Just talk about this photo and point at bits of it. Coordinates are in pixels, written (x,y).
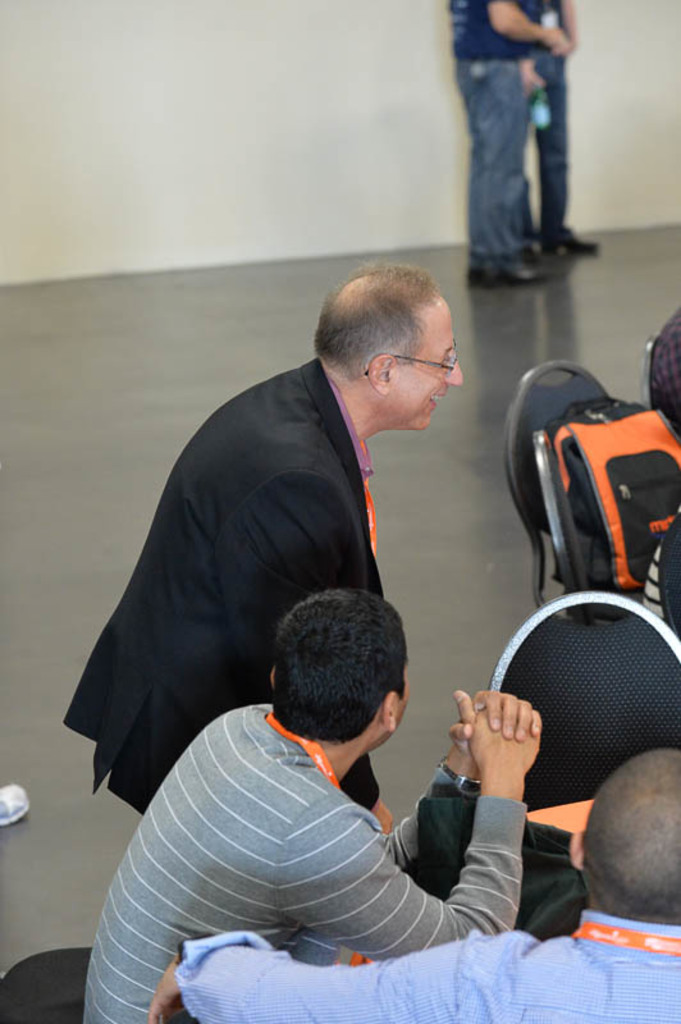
Here we can see 3 men (283,573) and a person (269,558) is standing and the rest (378,907) are sitting. On the right (618,565) there is a bag (642,569) on the chair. In the background (539,214) there is a wall (606,195) and 2 persons (508,237).
